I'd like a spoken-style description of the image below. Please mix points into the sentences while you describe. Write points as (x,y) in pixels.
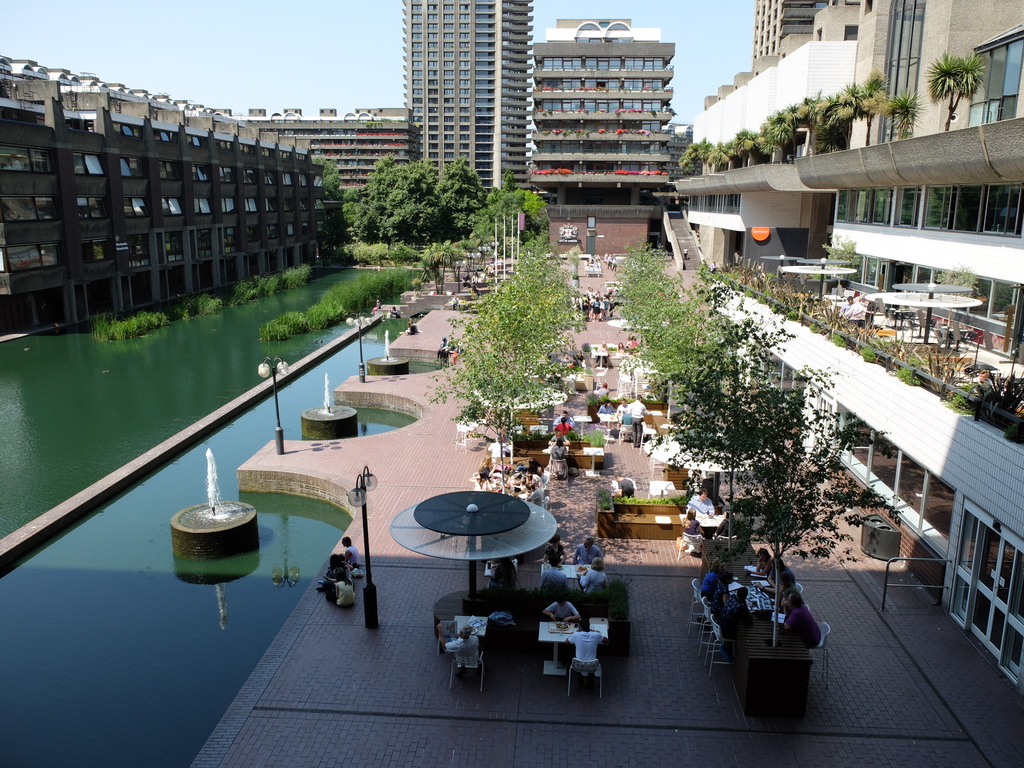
Here in this picture we can see buildings (256,173) present all over there and we can also see windows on the buildings (626,103) and on the ground (449,395), in the right side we can see number of tables (565,572) and chairs (549,499) with people (572,606) sitting on it over there and we can see trees (498,348) and plants (368,282) present here and there and on the left side (260,353) we can see water (225,307) present over there and we can see lamp posts (364,510) here and there and on the left side (213,523) we can see a fountain (190,517) present over there.
